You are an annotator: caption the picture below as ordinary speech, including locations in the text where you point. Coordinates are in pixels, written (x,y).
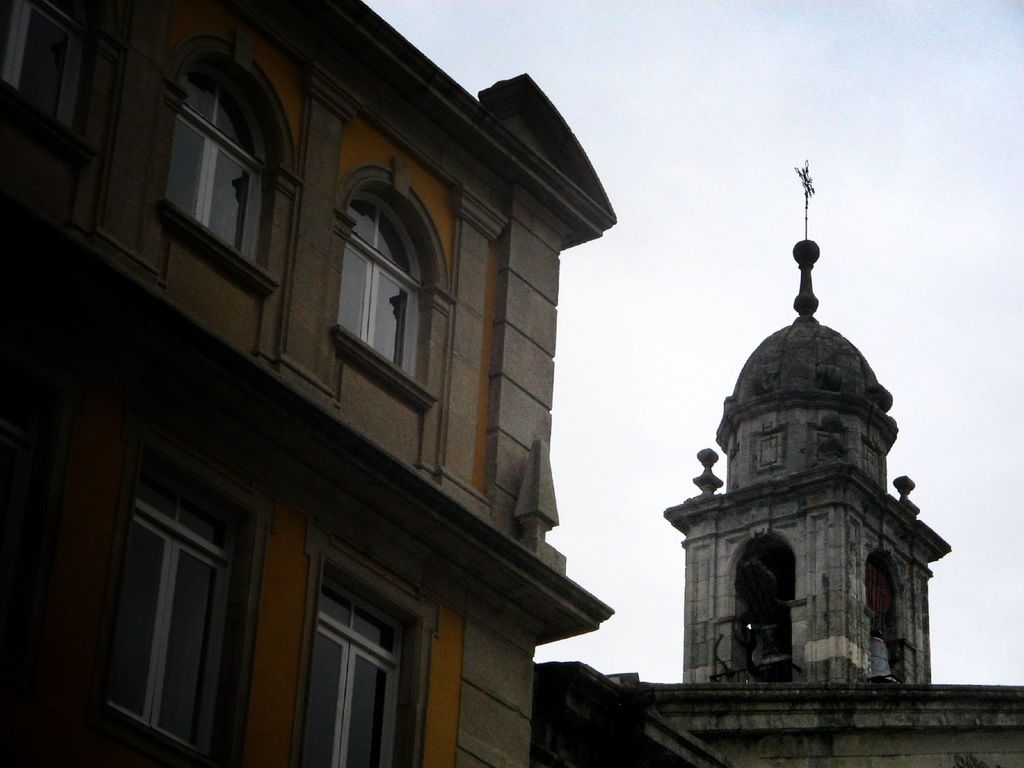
This picture is clicked outside. On the right (856,598) there is a dome (818,369) attached to the building (819,524). On the left (284,354) we can see a building (255,358) and the windows (327,643) of a building (510,257). In the background (624,125) there is a sky (791,144).
